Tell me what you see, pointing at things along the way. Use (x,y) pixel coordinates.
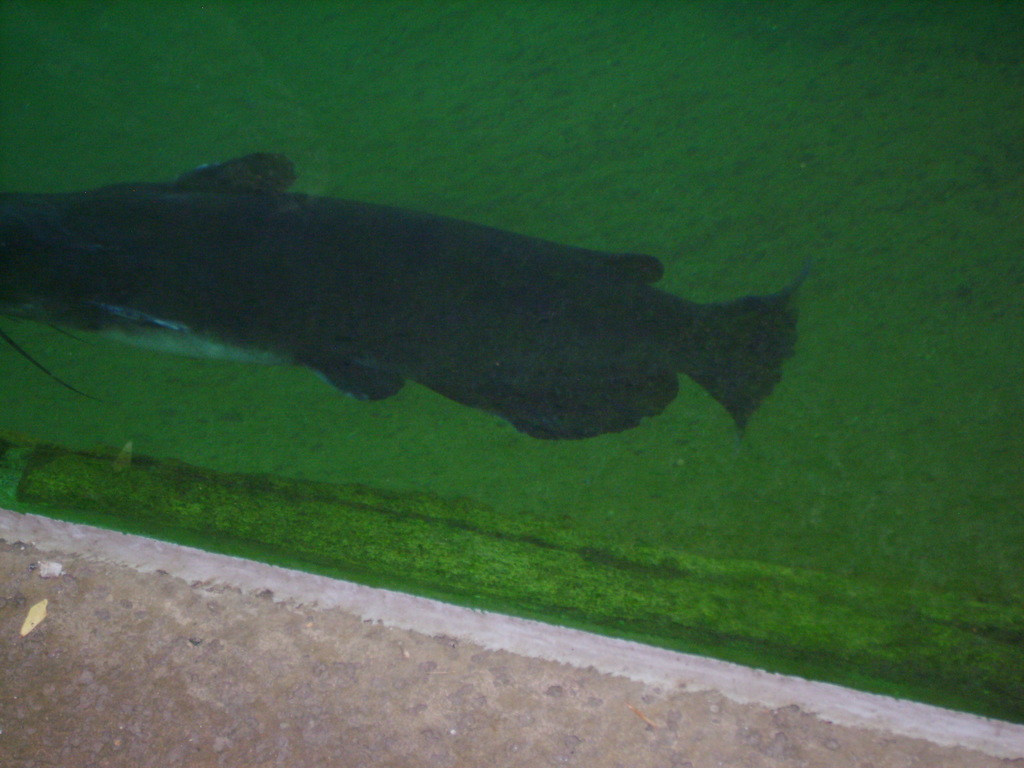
In this image there is a fish (598,332) in the water (248,424) as we can see in the middle of this image (587,273), and there is a green color background (467,91).
